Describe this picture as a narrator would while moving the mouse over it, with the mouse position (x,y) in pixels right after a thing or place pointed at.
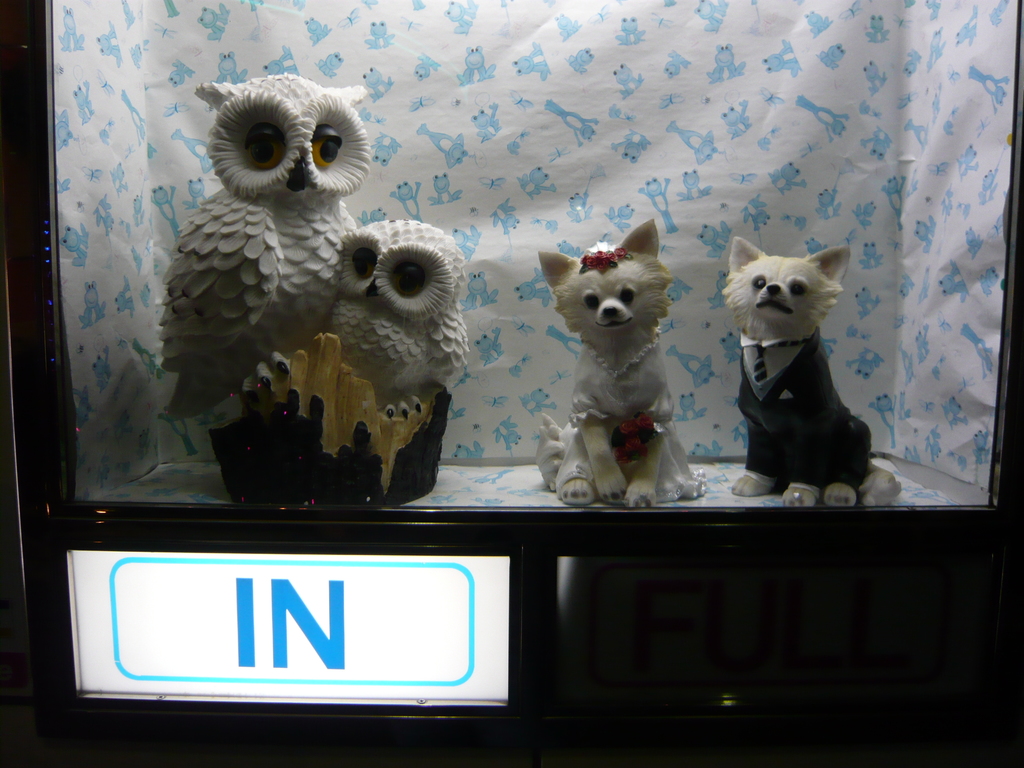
In this picture we can see toys (400,463) placed on a platform (450,471), board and in the background (828,44) we can see a cloth (533,134).
